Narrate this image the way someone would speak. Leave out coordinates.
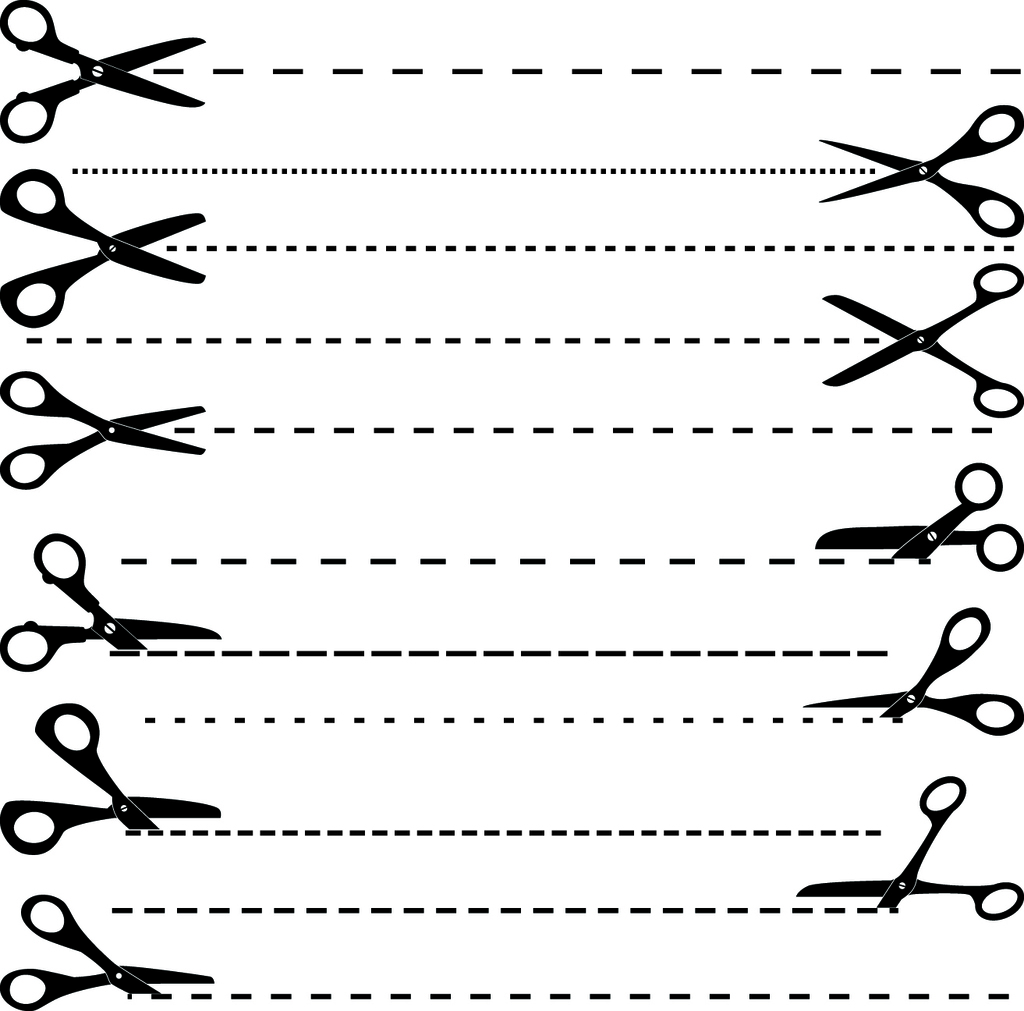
In this picture I can see a black and white image of scissors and dotted lines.
